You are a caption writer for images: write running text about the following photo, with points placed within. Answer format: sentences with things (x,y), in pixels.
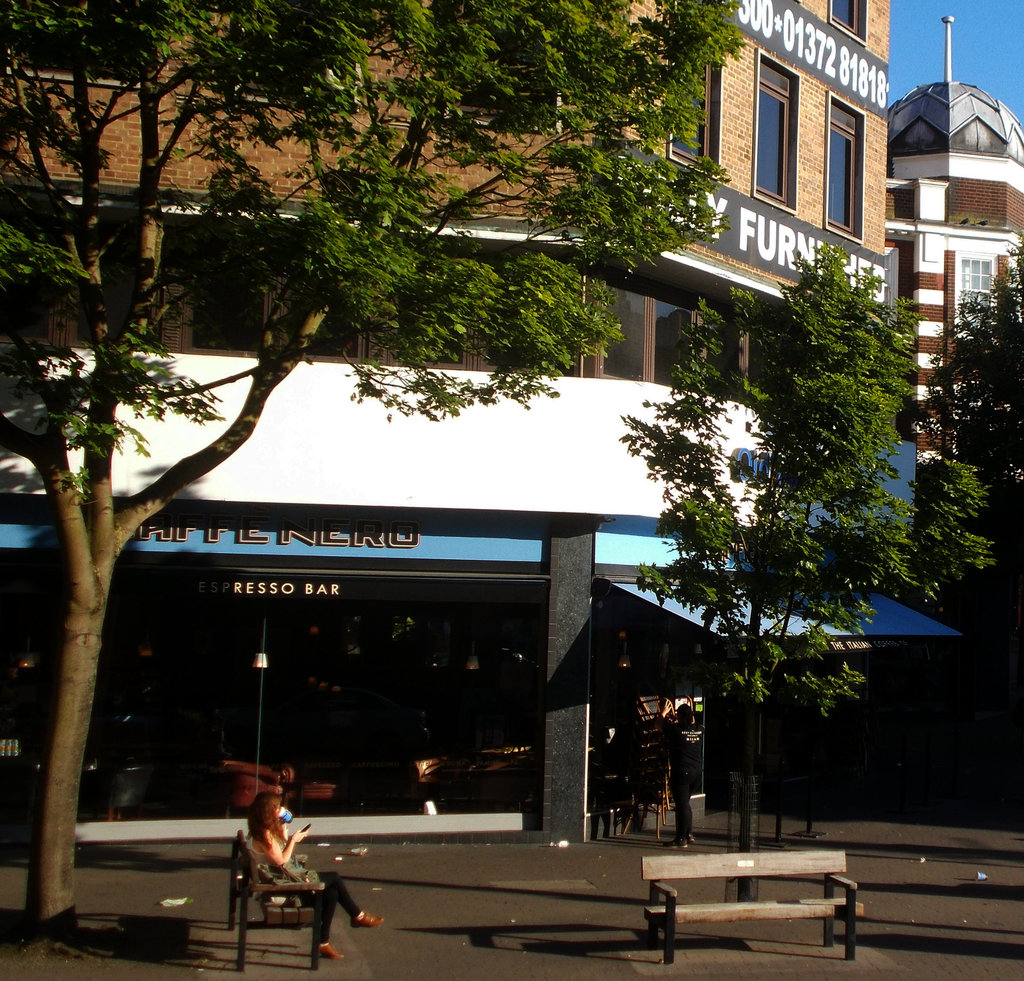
In this picture, There is a road (920,949) which is in black color, In the right side (737,863) there is a chair (774,905) which is in white color, There are some green color trees (781,621), In the left side (264,864) there is a woman (281,863) sitting on a chair (250,890) which is in brown color, in the background (301,812) there is a shop (346,591).
